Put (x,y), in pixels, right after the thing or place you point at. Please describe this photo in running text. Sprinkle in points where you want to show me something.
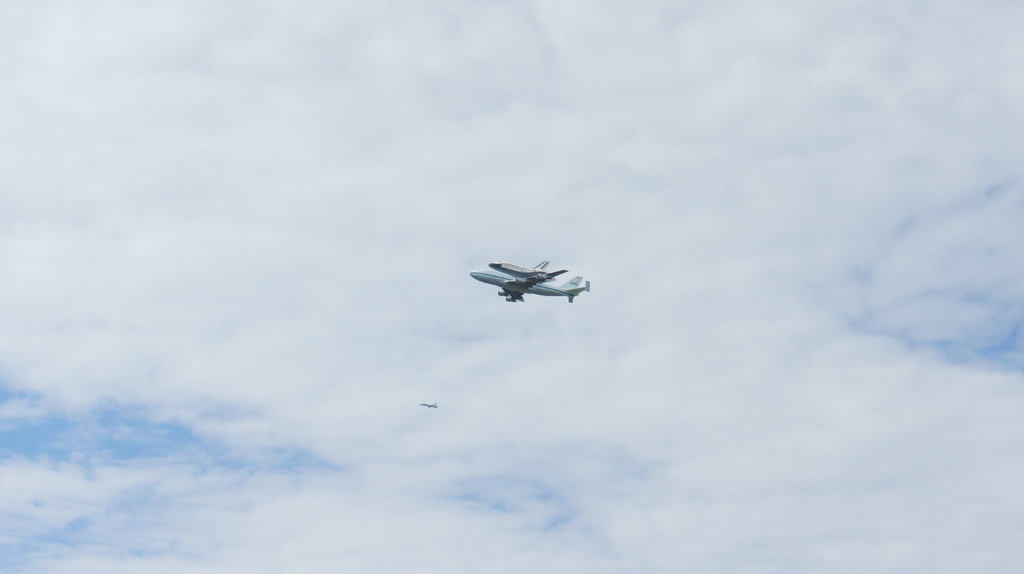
In this picture there are aircrafts (533,273) flying. At the top (787,159) there is sky (632,181) and there are clouds (659,124).
